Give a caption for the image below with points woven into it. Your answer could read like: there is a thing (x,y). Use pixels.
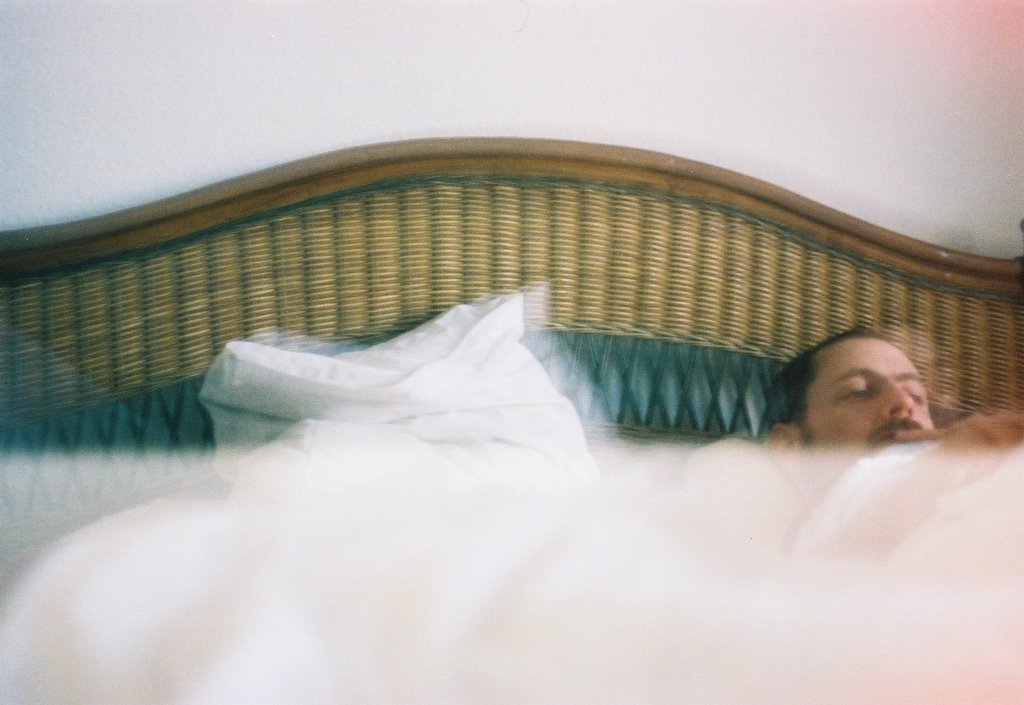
In this image I can see a person (856,413) resting on the bed (629,427). There is a wall (289,77) at the back (416,71).
